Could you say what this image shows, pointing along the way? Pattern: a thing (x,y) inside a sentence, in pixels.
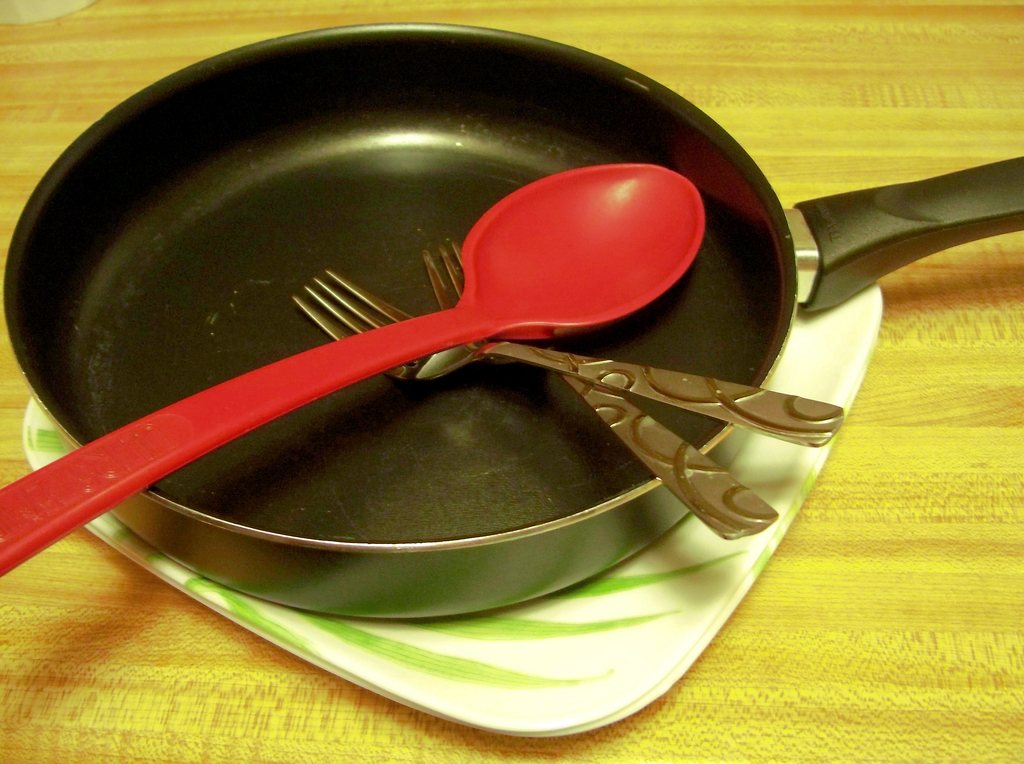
This picture is consists of a frying pan (755,287) and a spoon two forks (735,383) in it, which is placed on the table (891,458).
